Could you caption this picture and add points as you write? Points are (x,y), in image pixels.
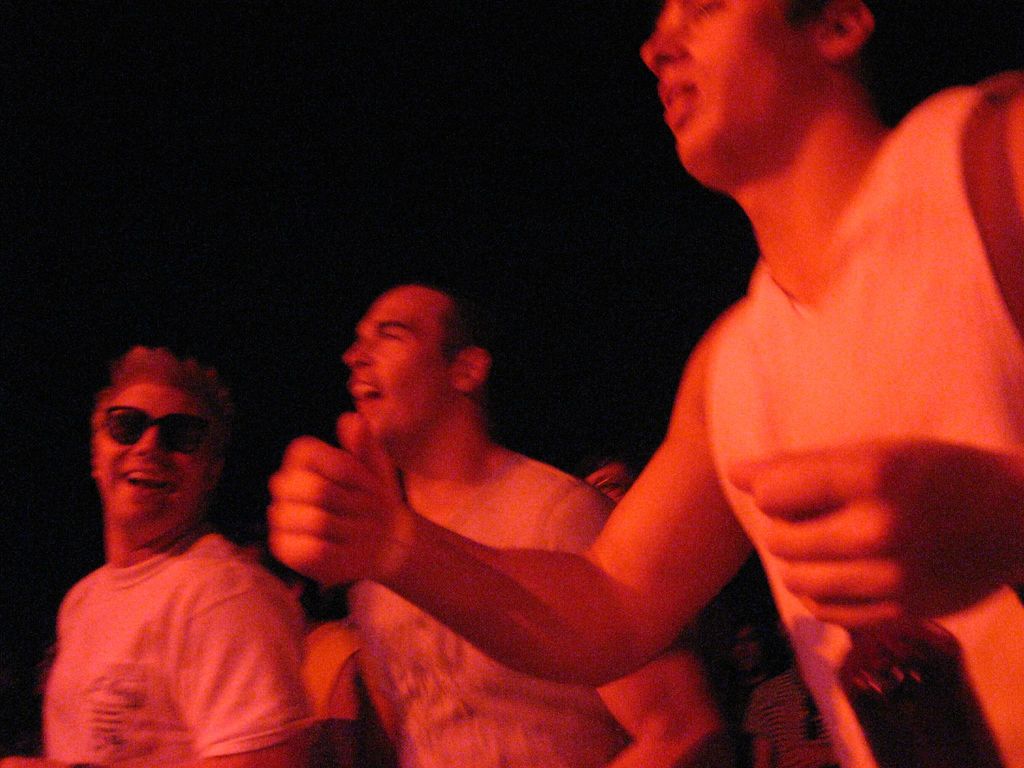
Here we can see three man (525,483) and on the right side (830,501) we can see a man (860,556) is holding a bottle (930,714) in his hand (859,595). In the background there are few persons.
